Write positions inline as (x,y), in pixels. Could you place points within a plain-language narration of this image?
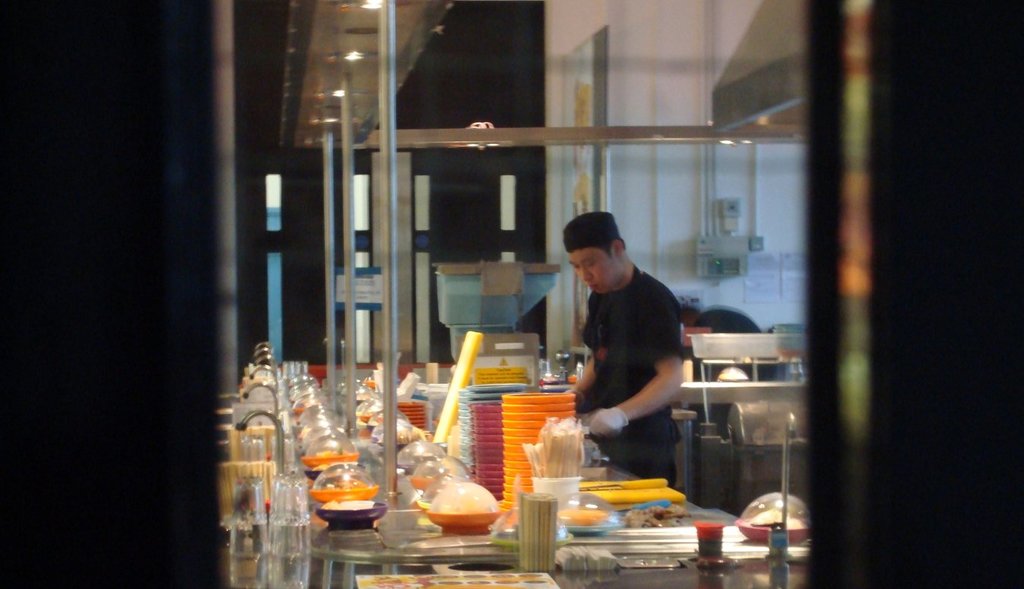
In this image we can see a man (608,312) standing beside a table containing some bowls (472,495), plates (545,409), sticks (562,474) in a container (565,489) and some objects (609,521) which are placed on it. We can also see some metal poles (386,305) and some ceiling lights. On the backside (728,266) we can see some boards (786,281), a device (712,266) and some pipes (714,197) on a wall (653,236).
